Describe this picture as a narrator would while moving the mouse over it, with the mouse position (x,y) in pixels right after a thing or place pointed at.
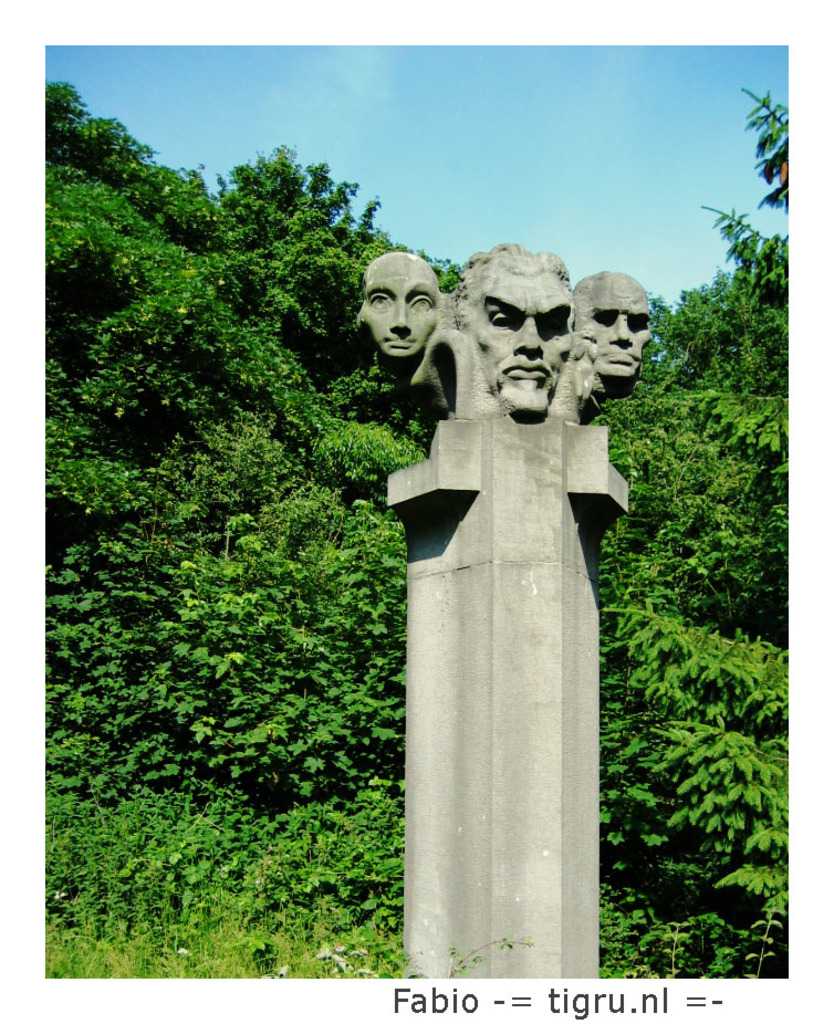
In this image I can see a pillar (467,519) in the front (469,433) and on it I can see three sculptures (459,347). In the background (373,738) I can see plants (78,938), number of trees (629,463) and the sky (558,162). On the bottom side of this image (442,990) I can see a watermark (470,995).
